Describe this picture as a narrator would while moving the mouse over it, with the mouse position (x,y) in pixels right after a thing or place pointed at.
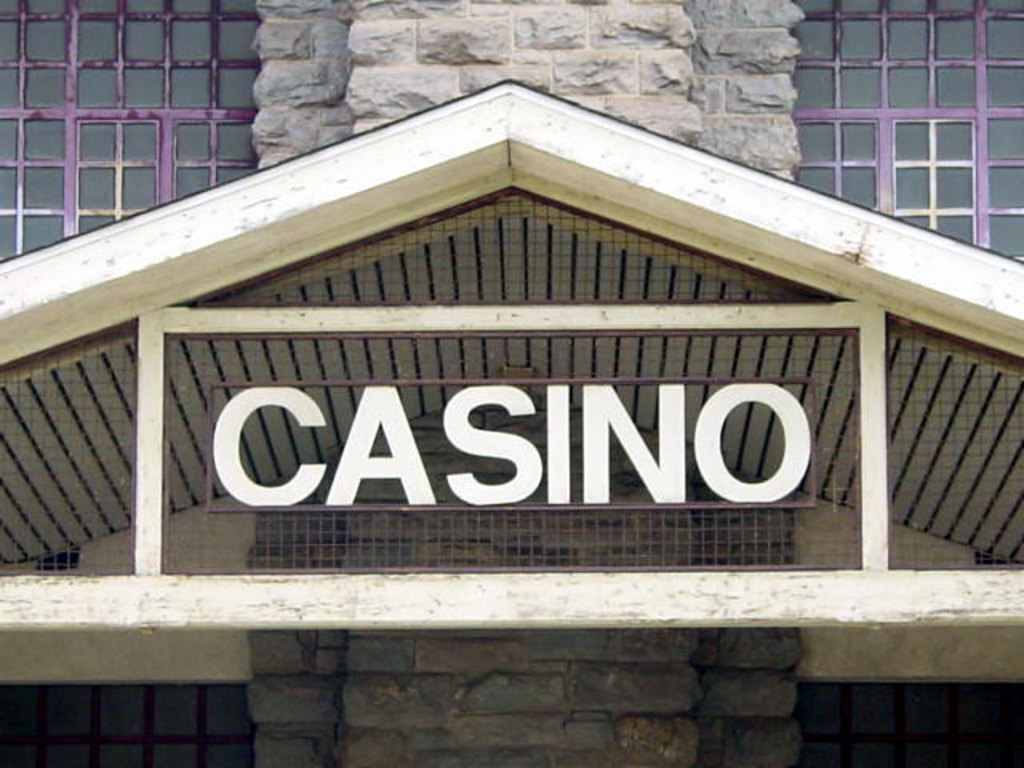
In this picture I can see the roof (482,169). I can see the metal grill fence (345,375). I can see glass windows (130,187).
